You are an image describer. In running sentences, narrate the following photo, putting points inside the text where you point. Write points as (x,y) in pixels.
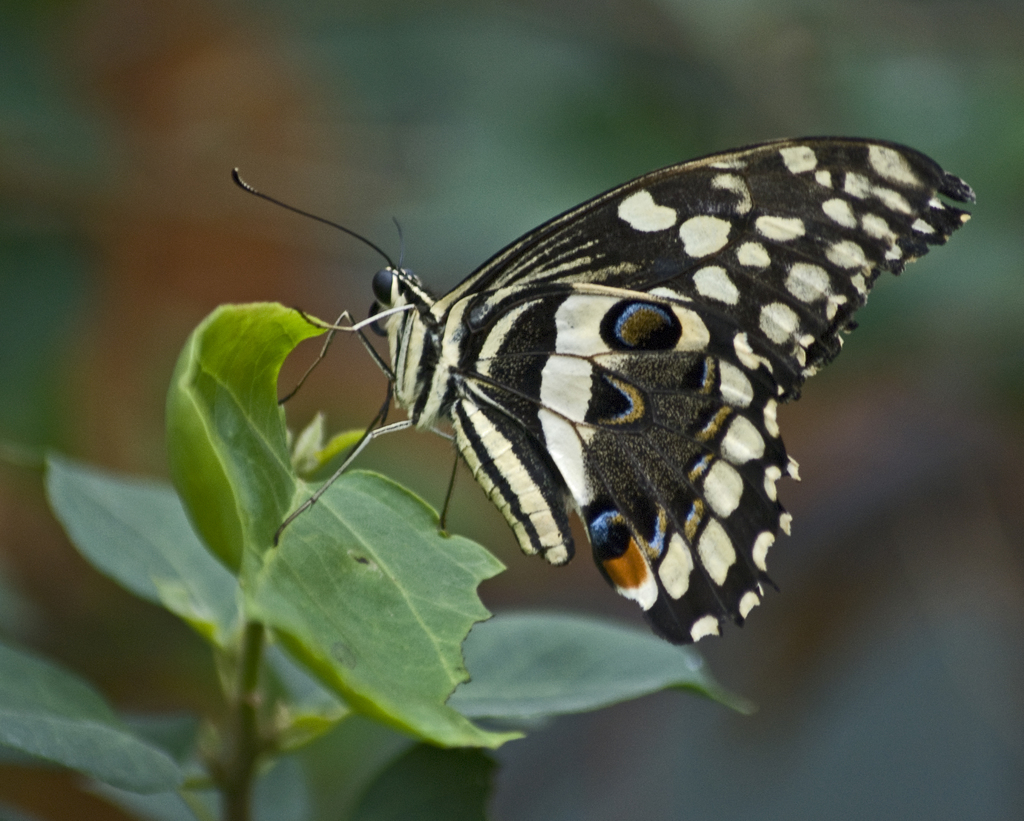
In the picture I can see a butterfly (461,295) and green leaves (341,648).
